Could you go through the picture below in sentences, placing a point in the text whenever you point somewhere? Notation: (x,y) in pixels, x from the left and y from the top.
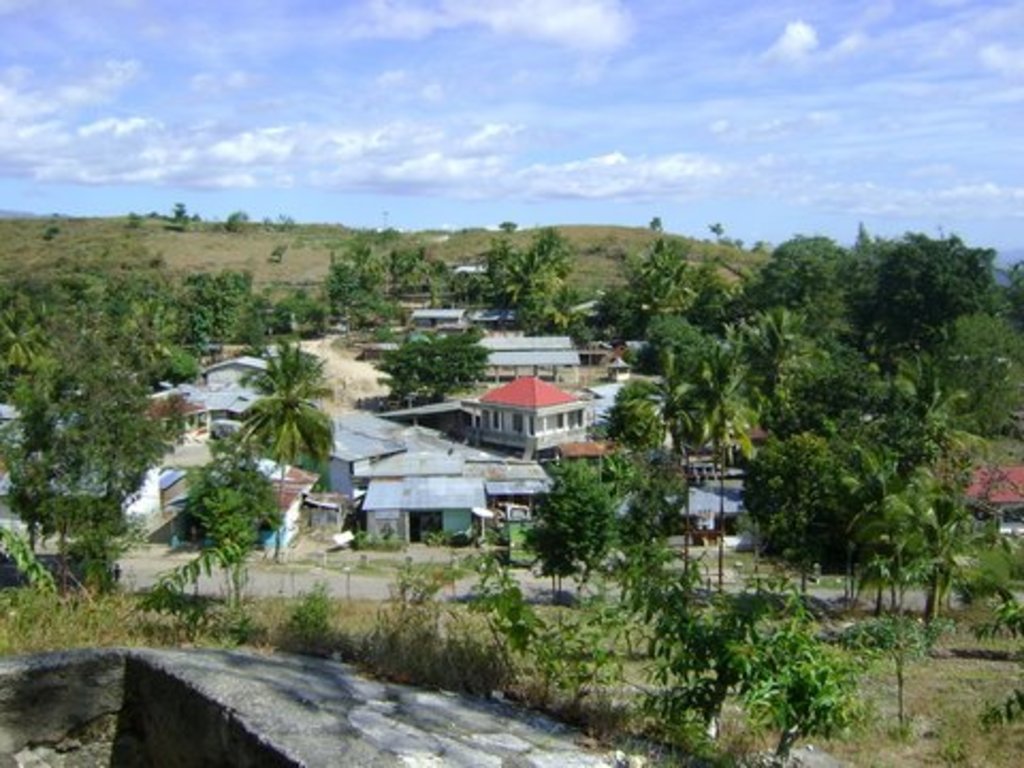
In this picture we can see the road (351,576), buildings (429,464) with windows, trees (170,299), grass (194,263) and in the background (71,87) we can see the sky (517,187) with clouds (420,158).
